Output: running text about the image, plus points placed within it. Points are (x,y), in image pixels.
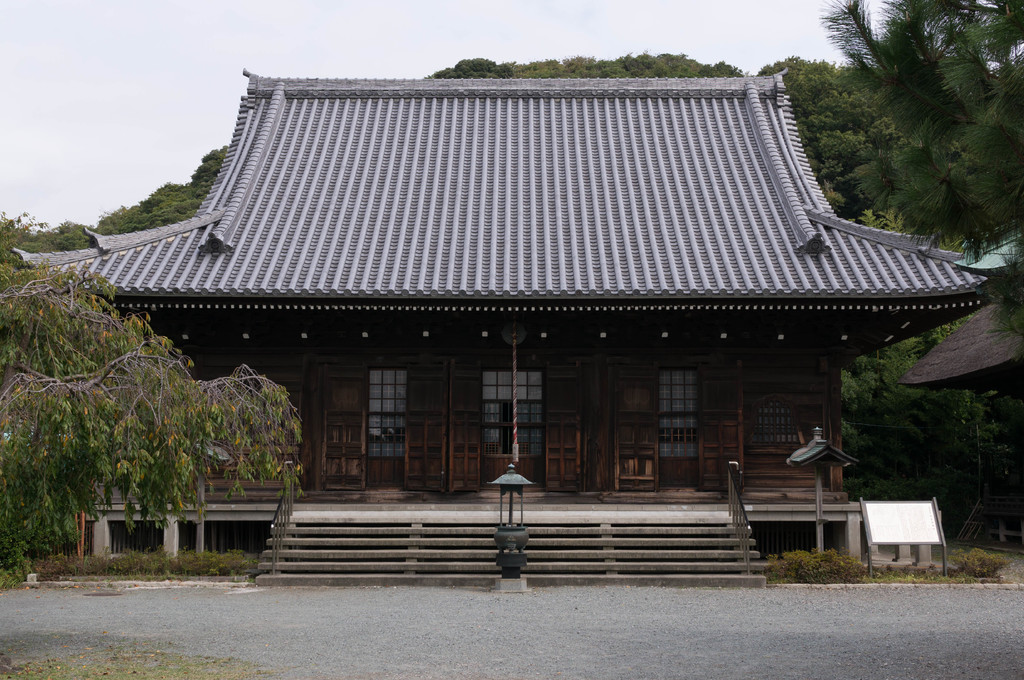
In this picture I can see couple of buildings (539,321) and few trees (867,192) in the back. I can see a board (915,533) and a cloudy sky (174,6).
